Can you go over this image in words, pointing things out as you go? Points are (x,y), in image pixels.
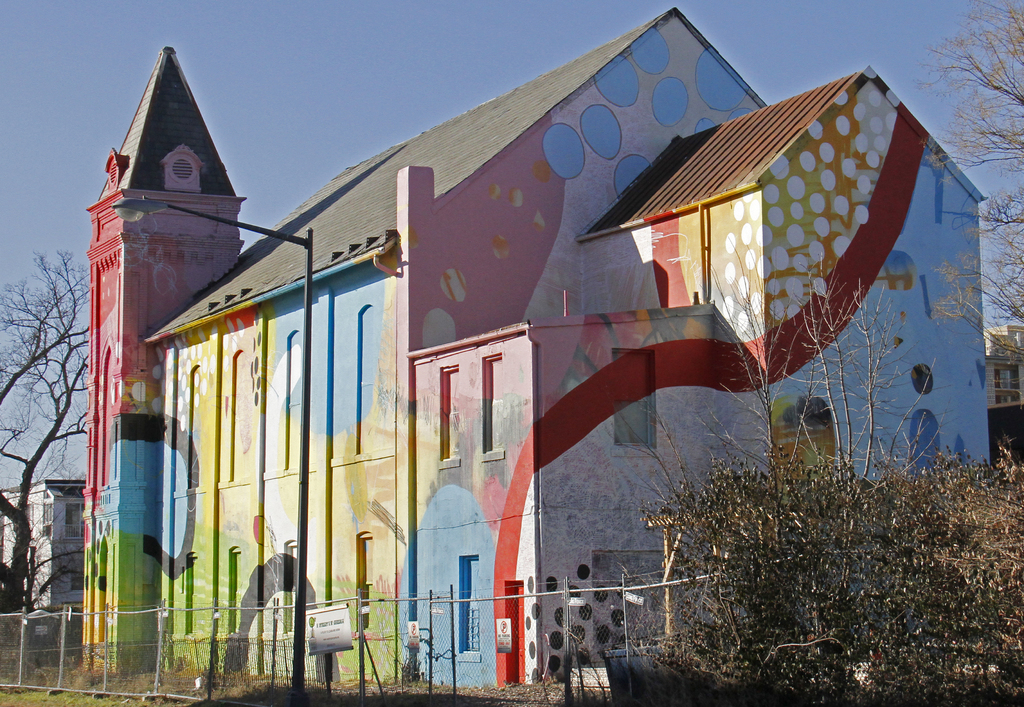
In the image there is a house (273,326) and in front of the house (707,397) there are trees (916,524) and behind the house (673,456) there is a building (57,512) and a tree (25,458).
